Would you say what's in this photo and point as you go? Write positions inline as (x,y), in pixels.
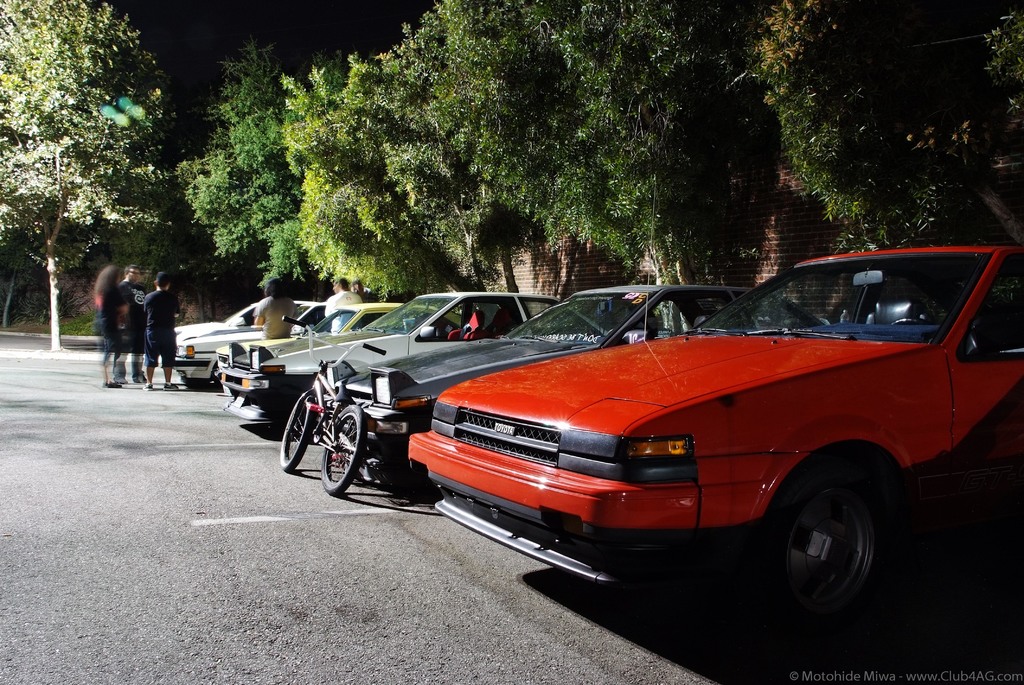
In this image I can see cars (468,397), a bicycle (354,443) and people (138,375) are standing on the road (203,409). I can see also trees (367,187) and a brick wall (785,240).
